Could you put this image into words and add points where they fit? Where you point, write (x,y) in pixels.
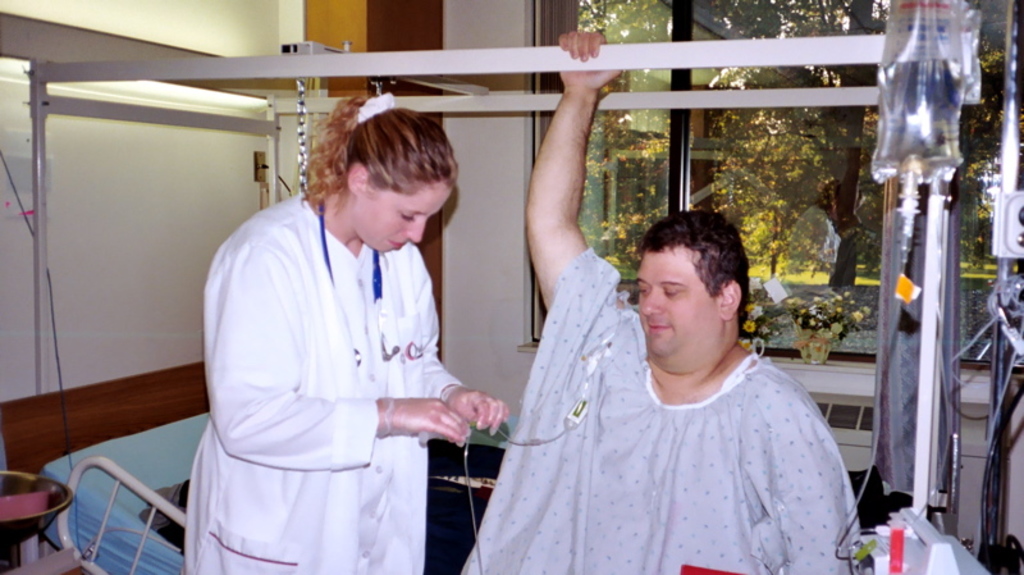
This image consists of a man (553,295) and a woman (371,316). She is wearing a white coat (289,482). It looks like a hospital (475,242). In the background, there is a bed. On the left (166,154), we can see a wall (251,168). In the background (781,193), there is a window (801,264) through which we can see the trees (787,240). And there are potted plants (804,352) kept near the window (782,261).
